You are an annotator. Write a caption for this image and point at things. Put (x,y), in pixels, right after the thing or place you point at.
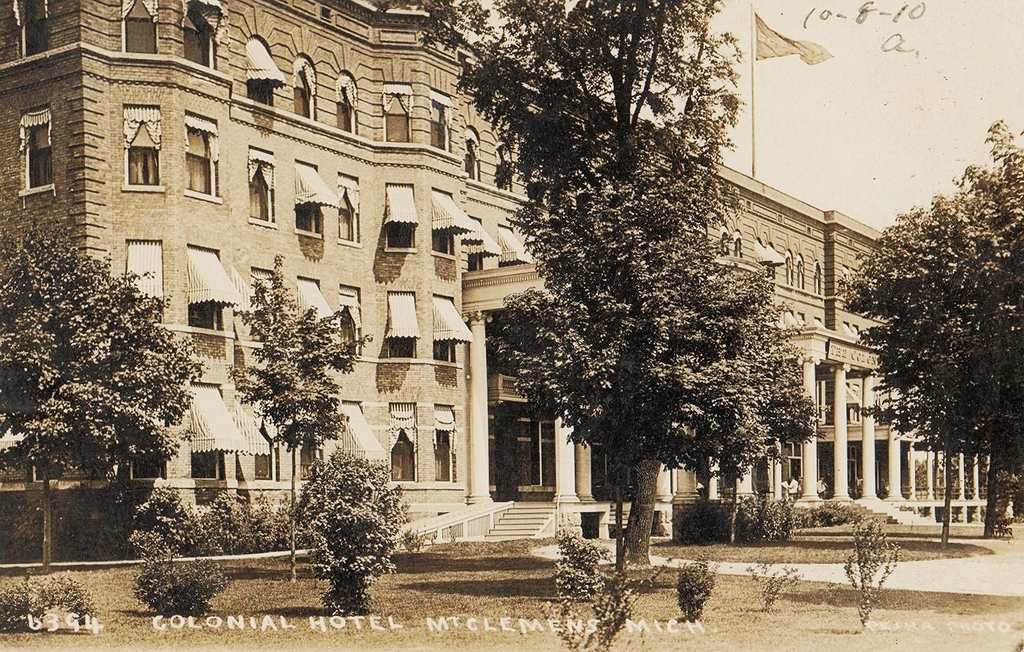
In this picture I can see an open ground (490,598) in front (136,637), on which there are few plants (328,567) and trees (169,392). In the background (10,17) I can see a building (824,400) and I see a flag (799,46) on it and I see something is written on the top (847,15) and bottom sides of this picture.
